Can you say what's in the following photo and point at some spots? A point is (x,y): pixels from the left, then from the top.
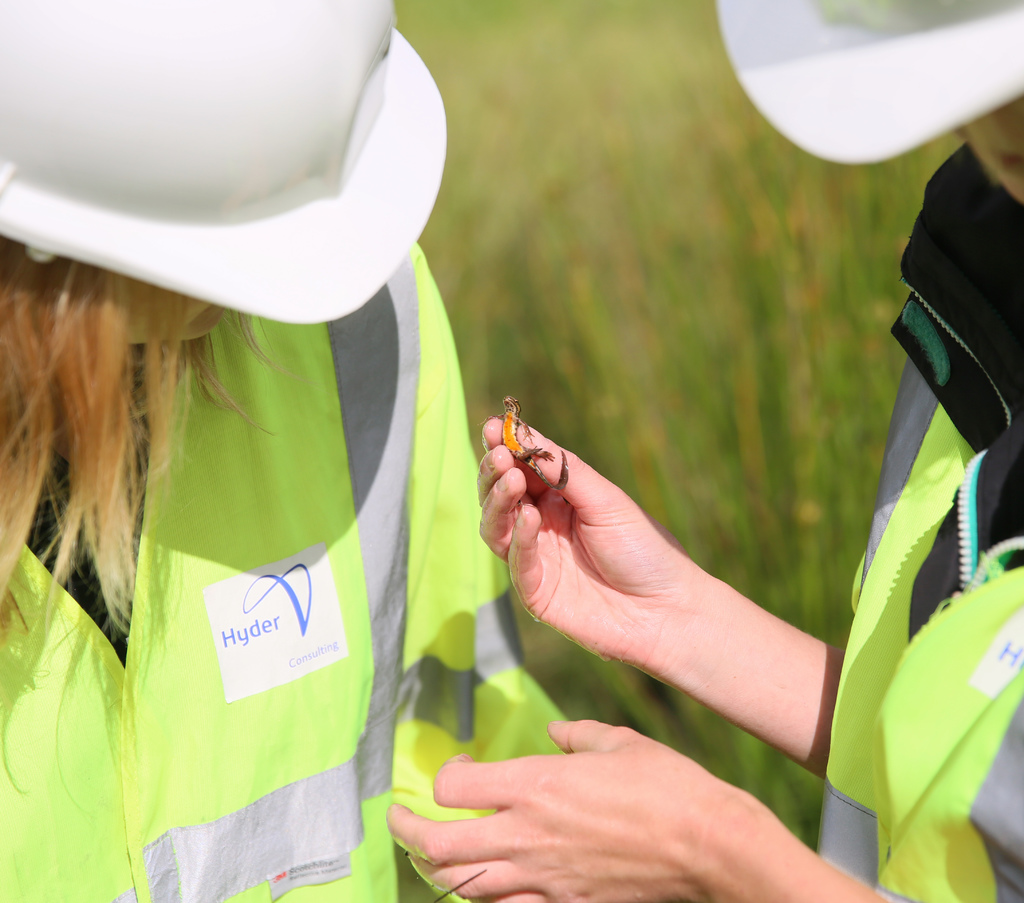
On the right side (940,621) a person (952,642) is holding the newt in the hand (610,593), this person (947,659) wore green color coat (950,687). On the left side (41,30) there is a beautiful woman (163,372), she is looking at that. She wore green color coat (265,530) and a white color helmet (330,167).
